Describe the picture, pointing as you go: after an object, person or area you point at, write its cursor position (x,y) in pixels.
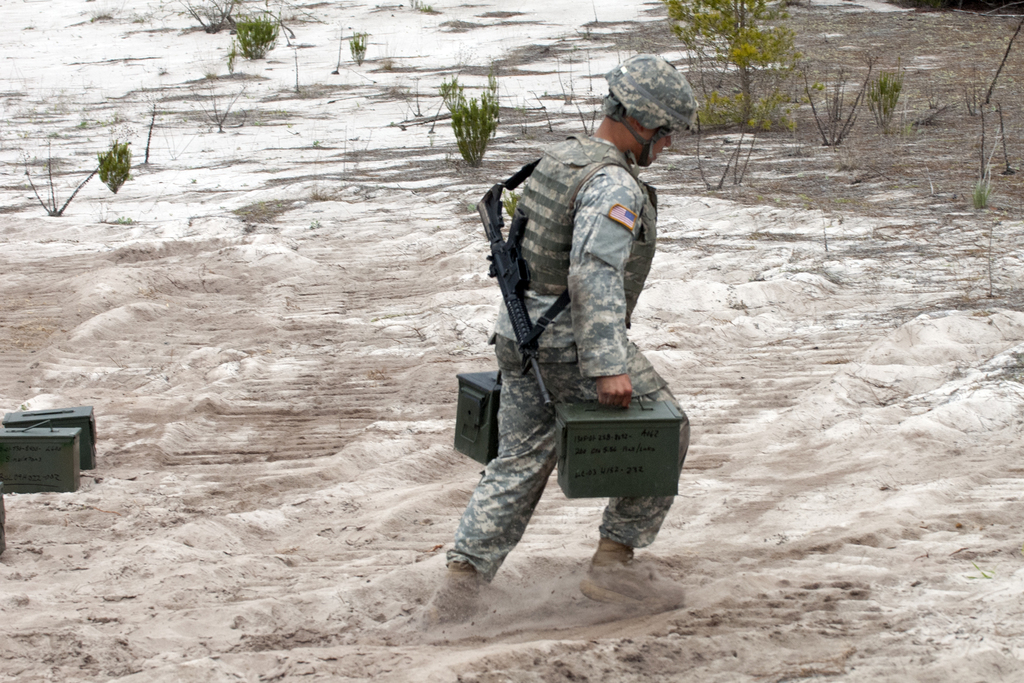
In this image I can see a person (547,287) walking wearing uniform (581,264) and gun (504,264). The gun (503,272) is in black color, the person (587,335) is also holding some object (560,433), at the back (456,127) I can see small plants (452,111) in green color.
